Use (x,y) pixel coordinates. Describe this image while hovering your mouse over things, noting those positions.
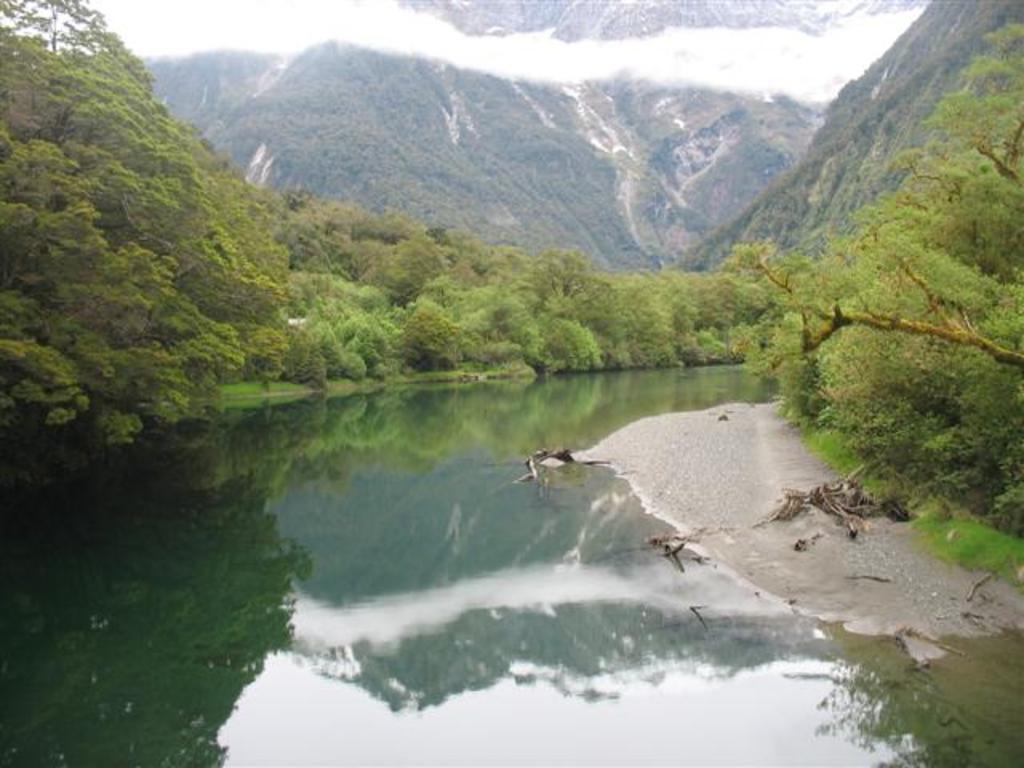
Here we can see water (336,459) and trees (493,316). Background (494,112) there is a hill (385,127) and clouds (564,67).
